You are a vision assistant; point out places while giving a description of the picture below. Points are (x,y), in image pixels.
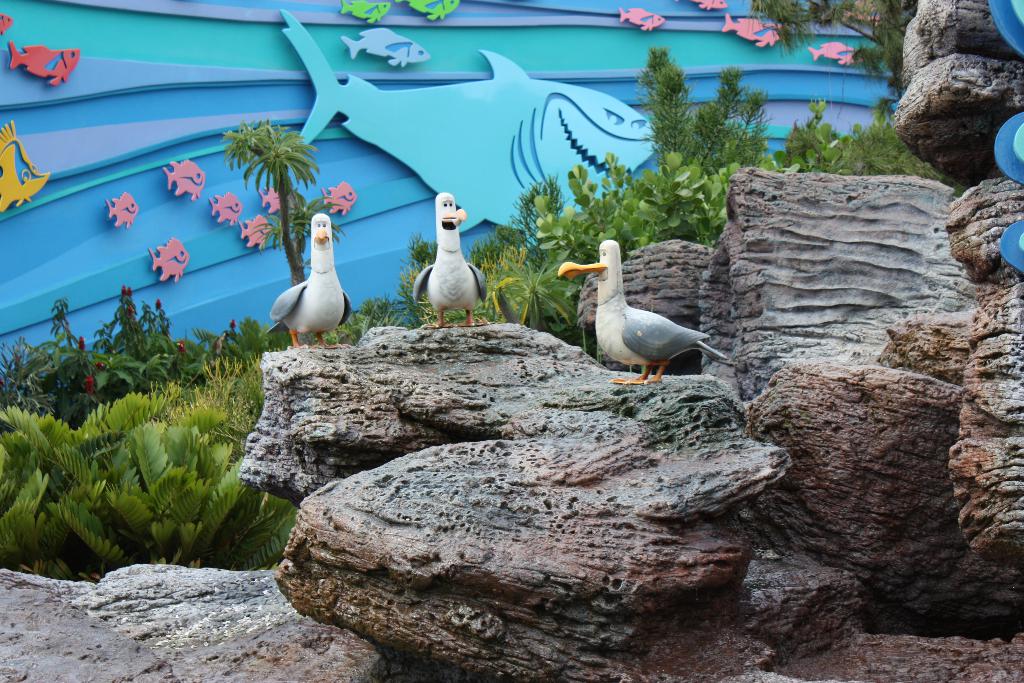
In this image we can see sculptures (610,307) of birds (610,307) and there are rocks (493,392). We can see plants (90,466). In the background (322,151) there is a board (507,204) and we can see fish (495,202) carved on the board (257,199).
